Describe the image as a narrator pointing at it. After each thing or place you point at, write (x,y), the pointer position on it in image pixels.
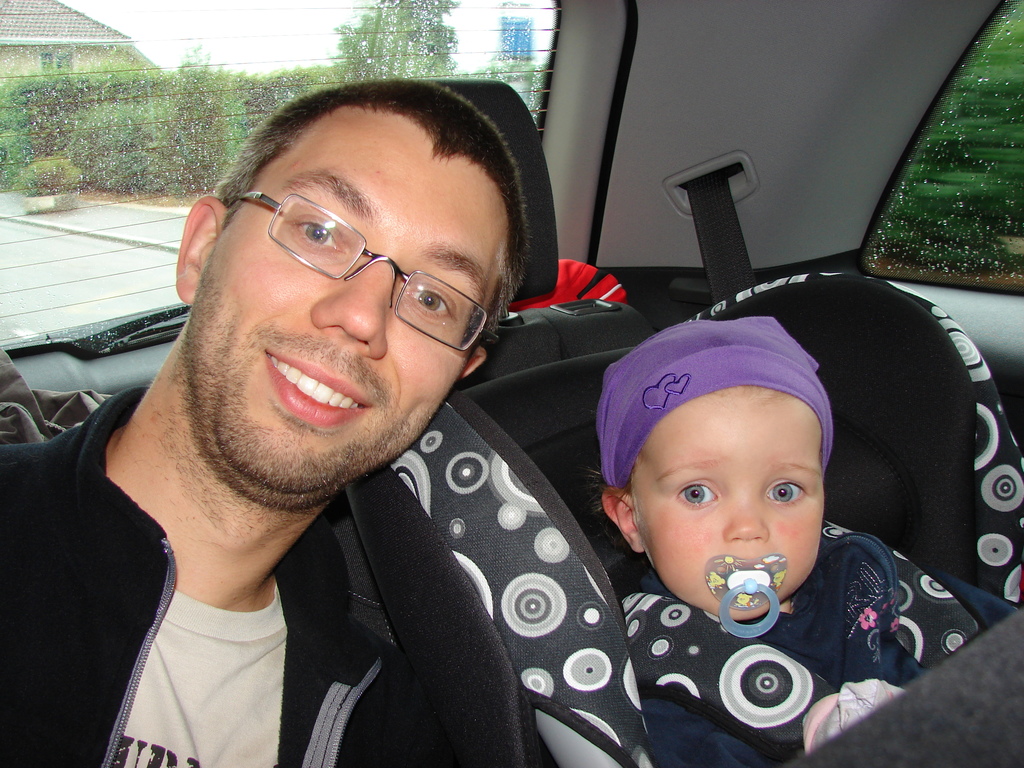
The man (193,403) in white T-shirt (170,612) and black jacket (388,734) is sitting in the car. He is wearing the spectacles (282,244) and he is smiling. Beside him, we see a baby (678,707) in black T-shirt (812,636) is sitting in the car (1014,721). Behind them, we see the glass (132,203) of the car (99,124) from which trees (126,137) and buildings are visible.
